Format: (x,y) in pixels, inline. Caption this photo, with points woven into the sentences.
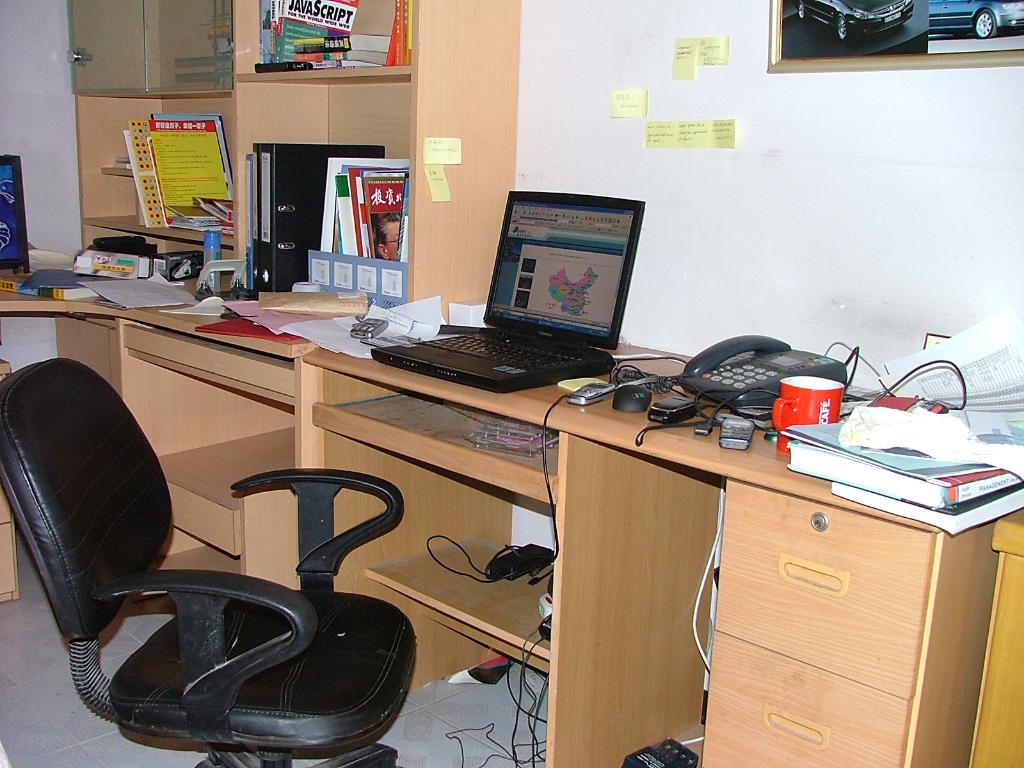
In this picture we can see a table (659,537). On the table (622,659) there is a laptop (595,261), mouse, telephone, cup (796,415), books (826,455), files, and papers (152,287). There is a monitor (14,252). This is chair (276,641). On the background (806,285) there is a wall (836,173) and this is frame (866,49). Here we can see a rack (481,40) and this is floor (45,733).
